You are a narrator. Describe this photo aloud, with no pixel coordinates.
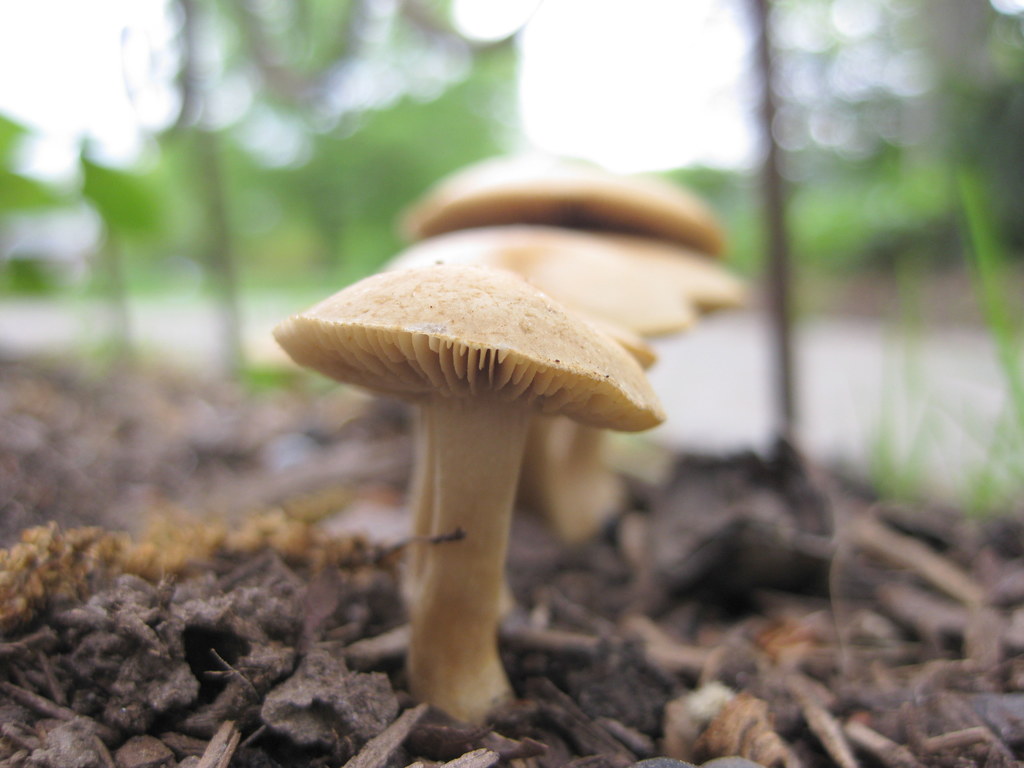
In the picture there are mushrooms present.
